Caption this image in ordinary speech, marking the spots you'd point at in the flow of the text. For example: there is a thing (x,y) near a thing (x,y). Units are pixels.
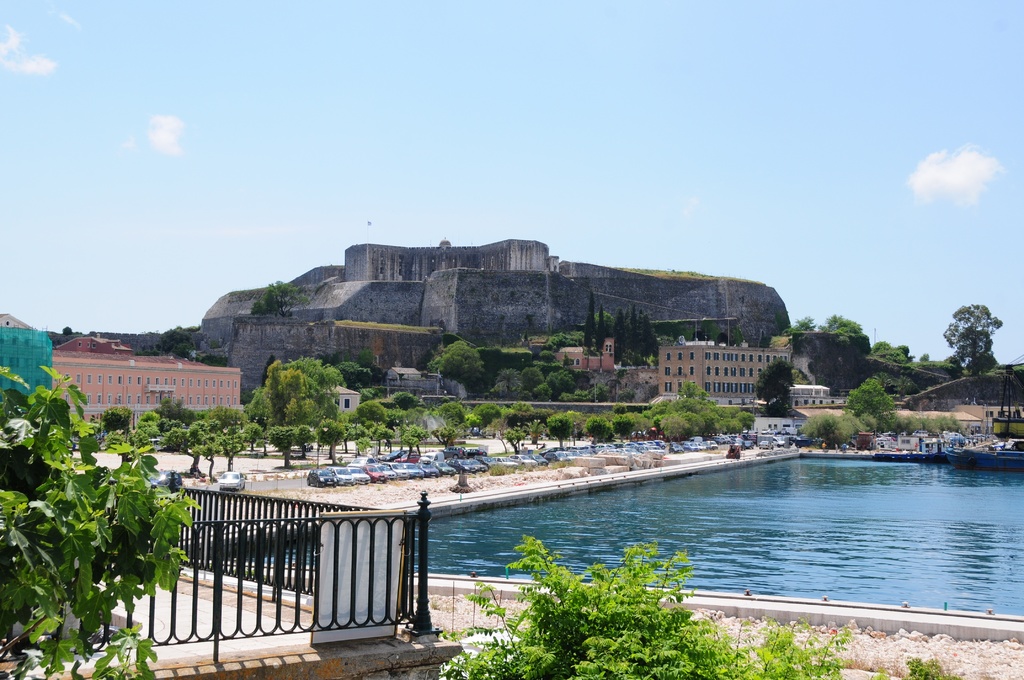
In this picture there is water (863,508) in the right corner (867,495) and there is fence (233,547) and few plants (86,591) in the left corner (96,603) and there are trees (470,413), vehicles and buildings (318,352) in the background (452,355).
